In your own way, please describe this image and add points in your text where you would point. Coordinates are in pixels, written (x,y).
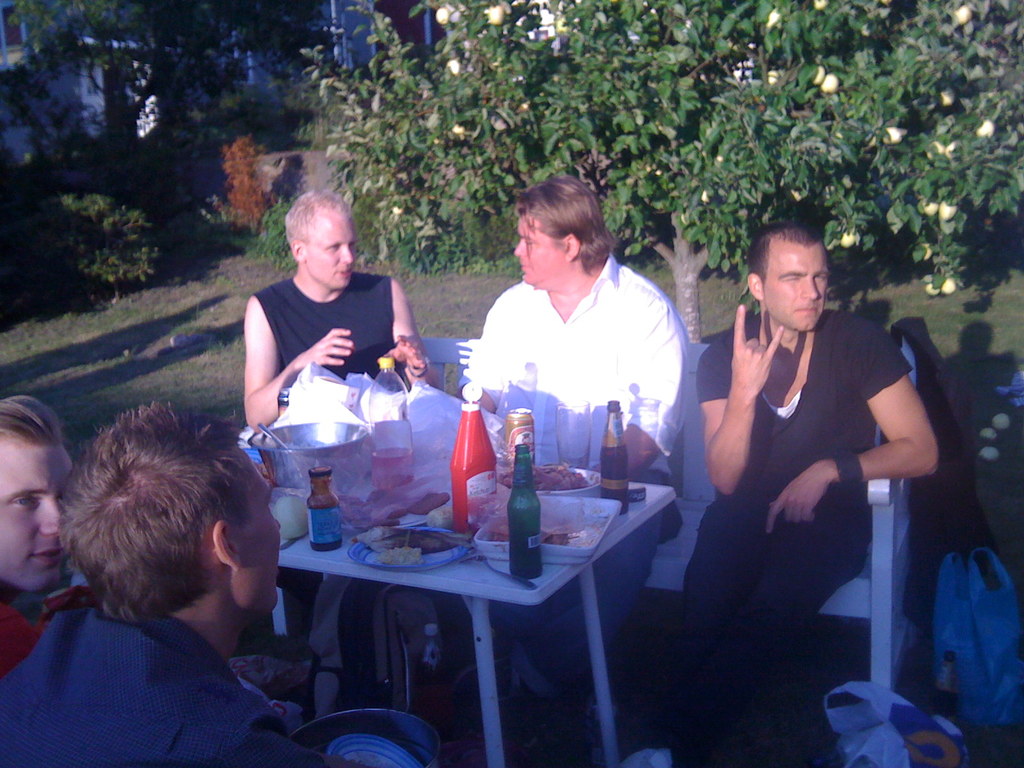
In this image i see 5 man (823,464) and all of them are sitting and there is a table (500,562) in front of them on which there are bottles (375,399), plates (456,556) and food (451,541) and I see the covers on the grass (1008,756). In the background (9,199) I see that trees (997,24) and plants (235,146).
